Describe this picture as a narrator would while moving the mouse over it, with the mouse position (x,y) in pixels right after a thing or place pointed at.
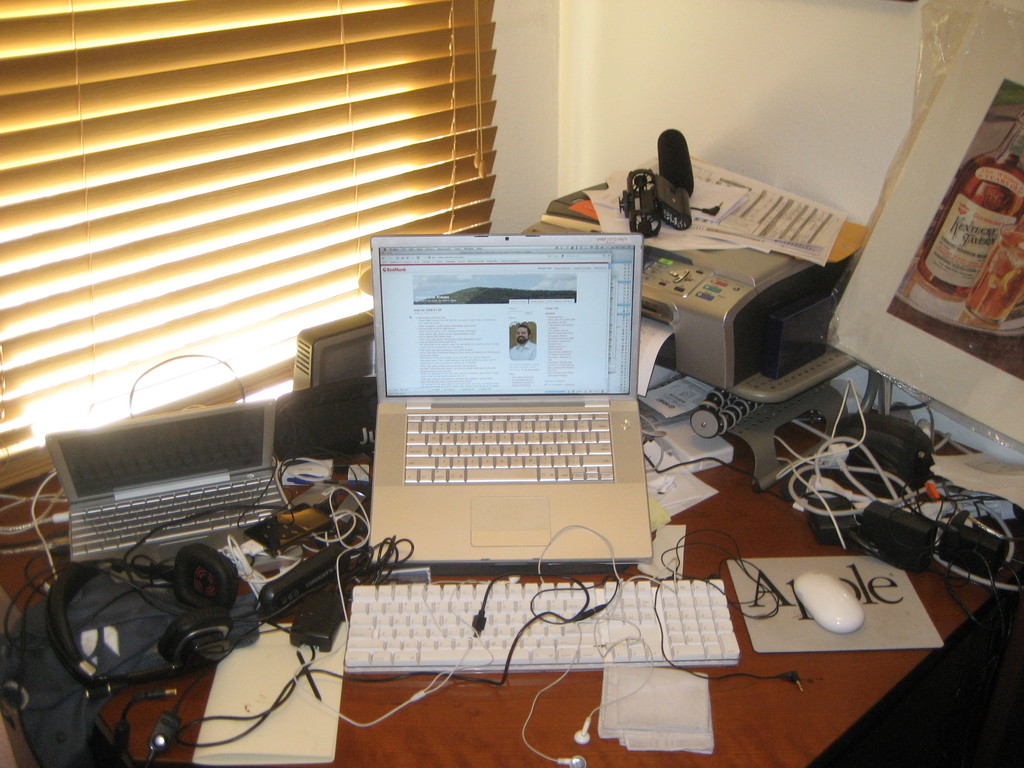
In this image, There is a table (815,732) which is in brown color on that there is a keyboard (494,628) and laptop (502,474) which is in white color, There is a mouse (825,599) in white color, In the left side (134,673) there is a speaker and headset (200,577) in black color, There is a laptop (149,490) in white color, In the right side (690,349) there is a printer (687,303) in the white color, In the background (171,224) there is a window (275,141) which is in yellow color.
